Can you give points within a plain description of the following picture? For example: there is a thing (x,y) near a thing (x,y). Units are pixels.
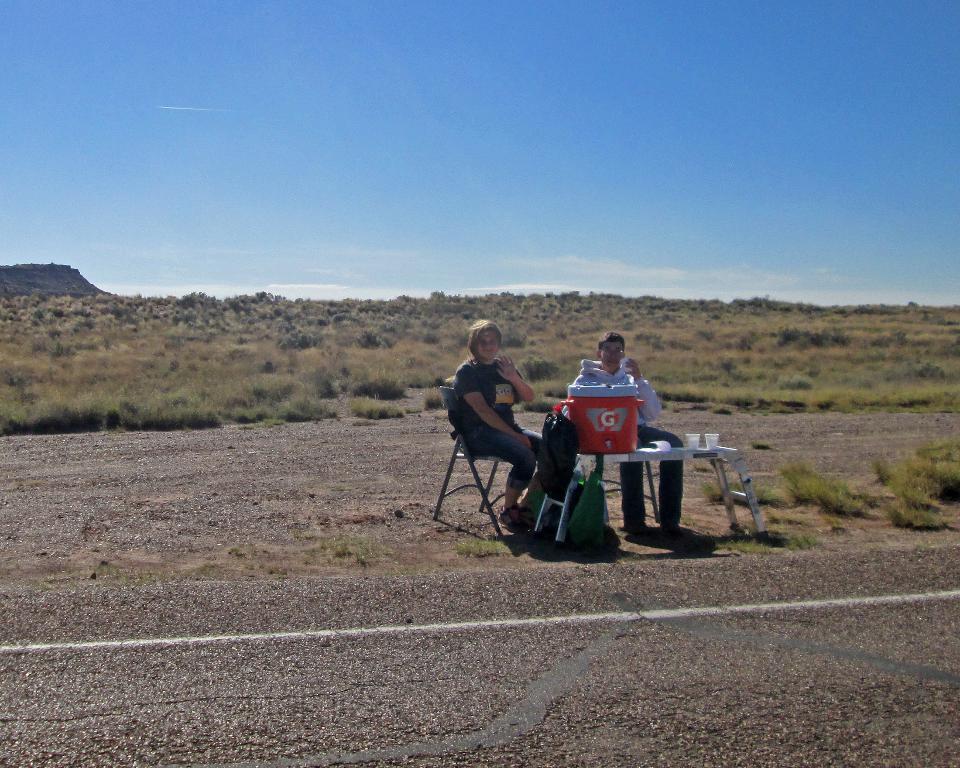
In this picture we can see there are two people (474,372) sitting on chairs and in front of the people (461,397) there is a table (642,451) and on the table (696,450) there are cups (694,438), plastic container (584,426) and other things (571,427). Behind the people (482,387) there are plants (348,315), hill (72,278) and a sky (368,154).
